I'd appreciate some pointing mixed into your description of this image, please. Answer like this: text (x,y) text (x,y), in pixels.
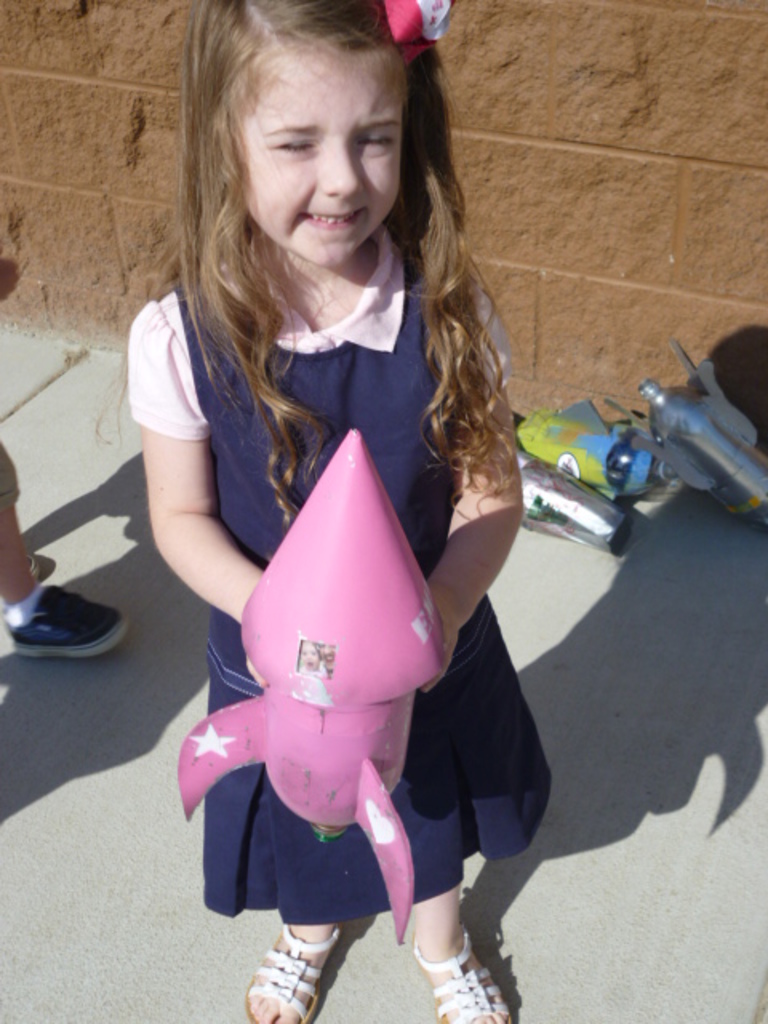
In the image we can see there is a girl (419,331) standing and she is holding a rocket toy (355,702) in her hand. Behind there are other toys (601,486) on the ground (663,667) and there is a wall (563,235).
